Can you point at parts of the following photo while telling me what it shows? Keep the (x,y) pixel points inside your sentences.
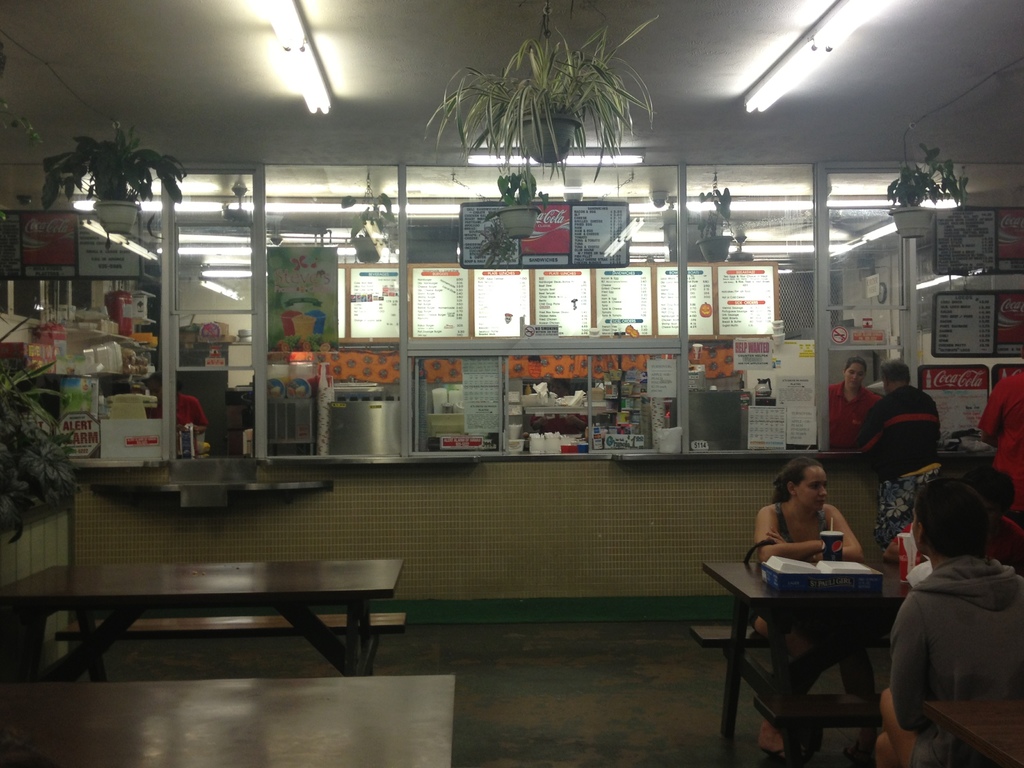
In this picture we can see two persons (817,504) are sitting on the benches (801,741). These are the tables (290,609). On the table (879,565) there is a box (768,576) and a glass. On the background (733,500) there is a stall (554,285). These are the posters (678,307). There are lights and this is plant (514,113).
